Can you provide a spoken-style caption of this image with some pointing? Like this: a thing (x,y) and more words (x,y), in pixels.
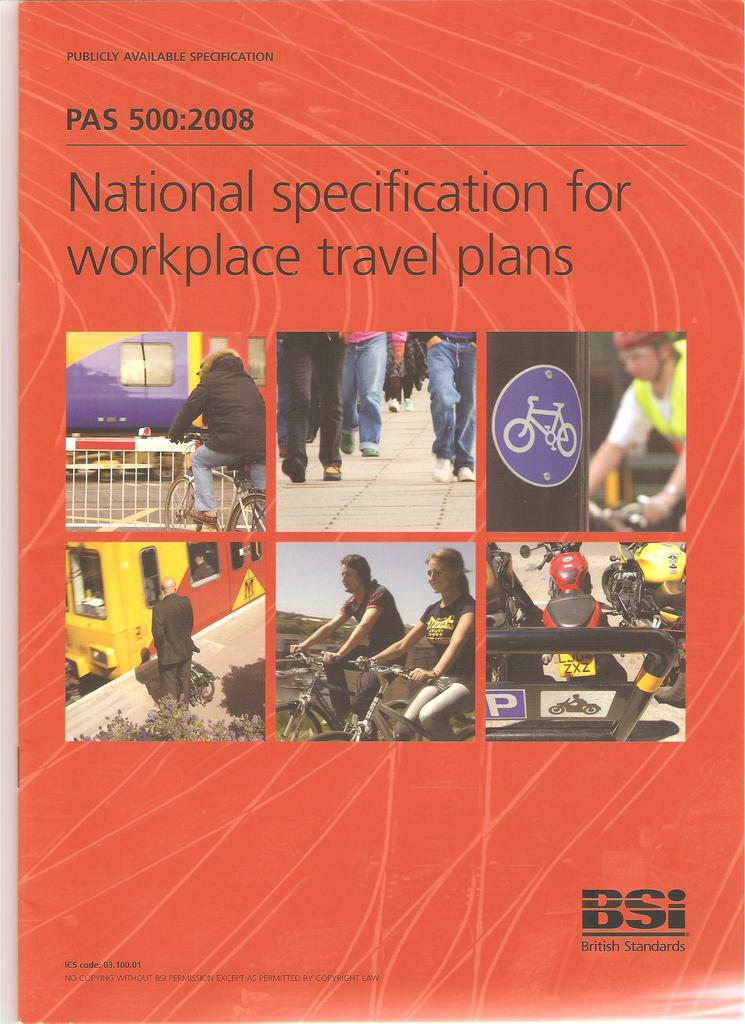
In this image I can see a paper (370,583) and on the paper (364,605) I can see few persons (368,417) walking and a person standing in front of the yellow color train (128,652) and some text (219,233) visible on the paper (208,254).
